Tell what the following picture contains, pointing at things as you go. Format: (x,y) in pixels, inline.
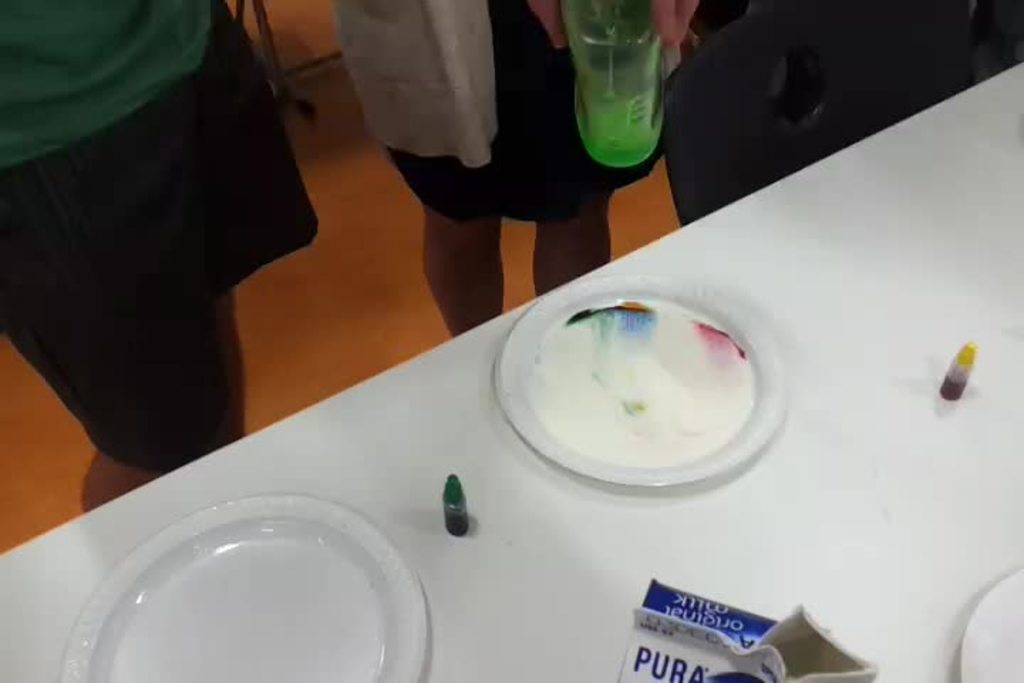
This picture is of inside. On the right (890,477) there is a table (921,535) on the top of which box (680,647), small bottles (949,385) and plates (729,423) are placed. On the top (217,150) there are two persons (441,139) standing. In the background (348,93) we can see a floor (337,178).
